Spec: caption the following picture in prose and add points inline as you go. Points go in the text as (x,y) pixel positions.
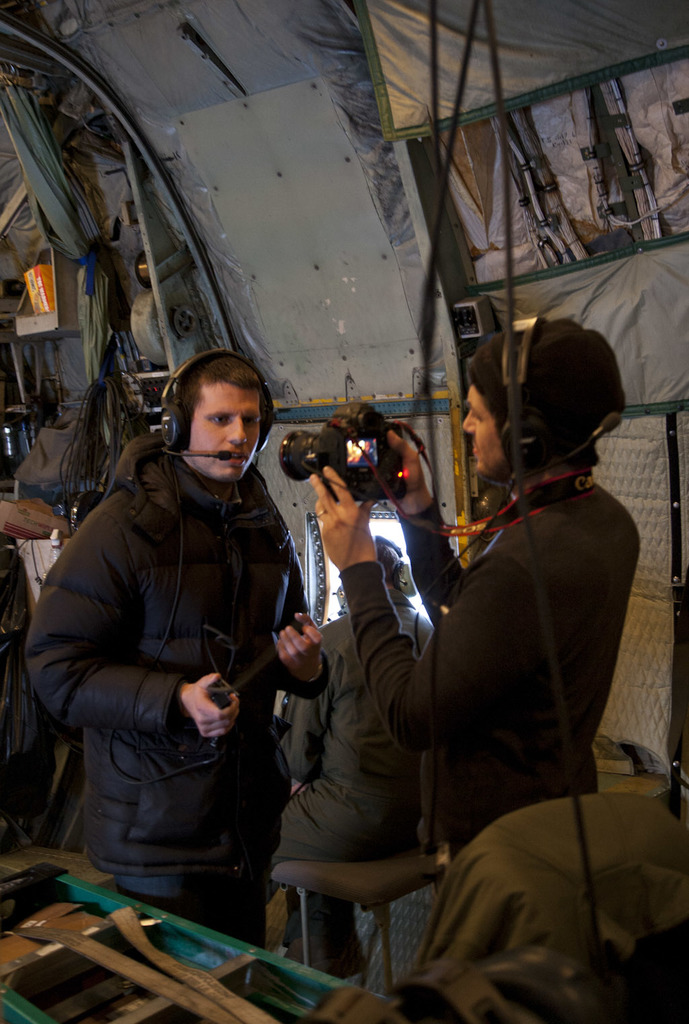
In the picture it looks like the image is taken inside an aircraft (276,242), there are two people (271,573) in the front (474,566) and the first person (474,566) is capturing the picture of another person (226,535) standing in front of him and on the right side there is a person (344,778) sitting on a stool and looking through the window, in the background (113,427) there are many objects (117,428) fixed to the surface (287,205) of the air craft (312,194).
